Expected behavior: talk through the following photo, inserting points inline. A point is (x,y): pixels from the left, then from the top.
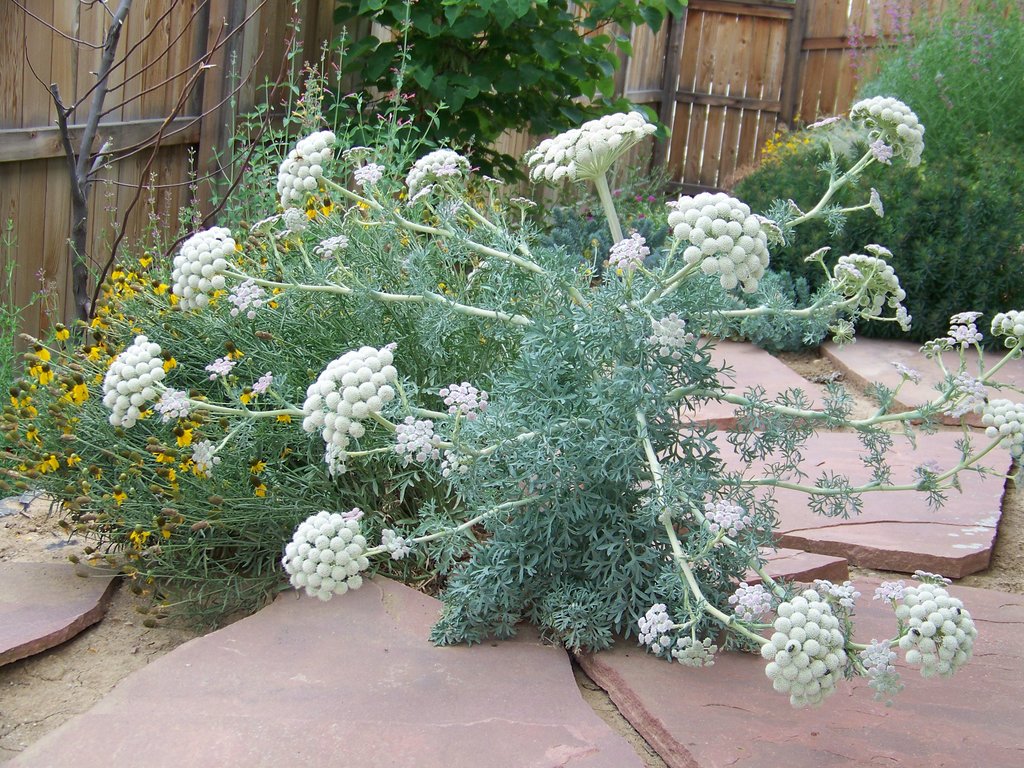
In this picture we can observe a plant (385,312) here. There are white color flowers (329,538) to this plant (691,238). There are yellow color flowers (160,284) here. In the background (472,55) there are some other plants (947,168). We can observe a wooden wall (23,157) here.
